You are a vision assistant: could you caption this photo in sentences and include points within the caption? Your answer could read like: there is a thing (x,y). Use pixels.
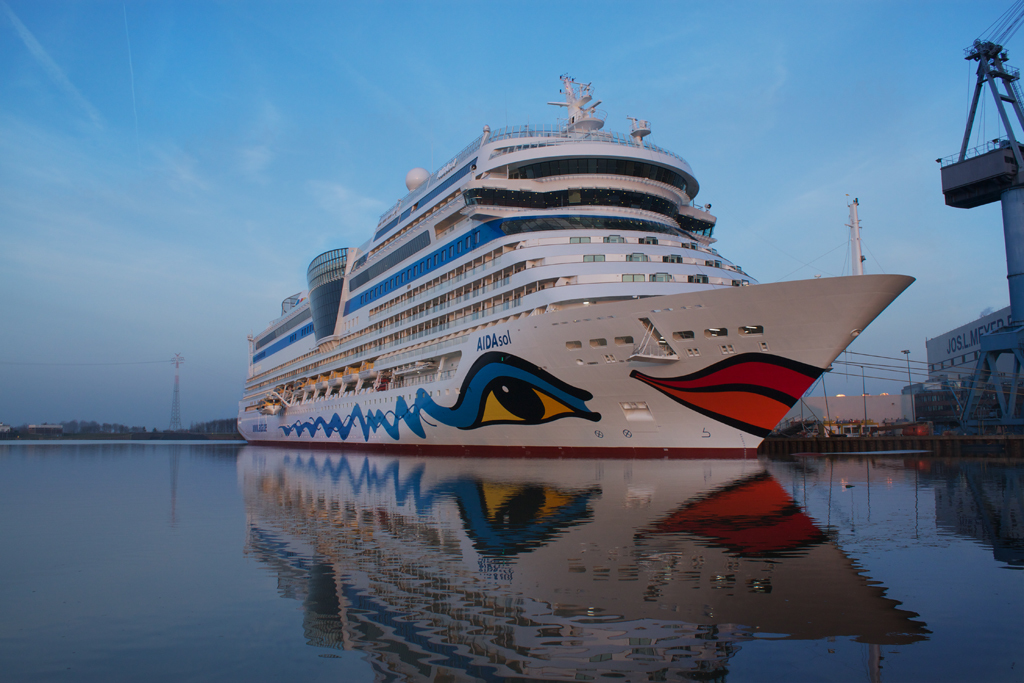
In this picture we can see a ship (647,333) on water (699,674), tower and in the background (282,179) we can see the sky (233,138) with clouds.
